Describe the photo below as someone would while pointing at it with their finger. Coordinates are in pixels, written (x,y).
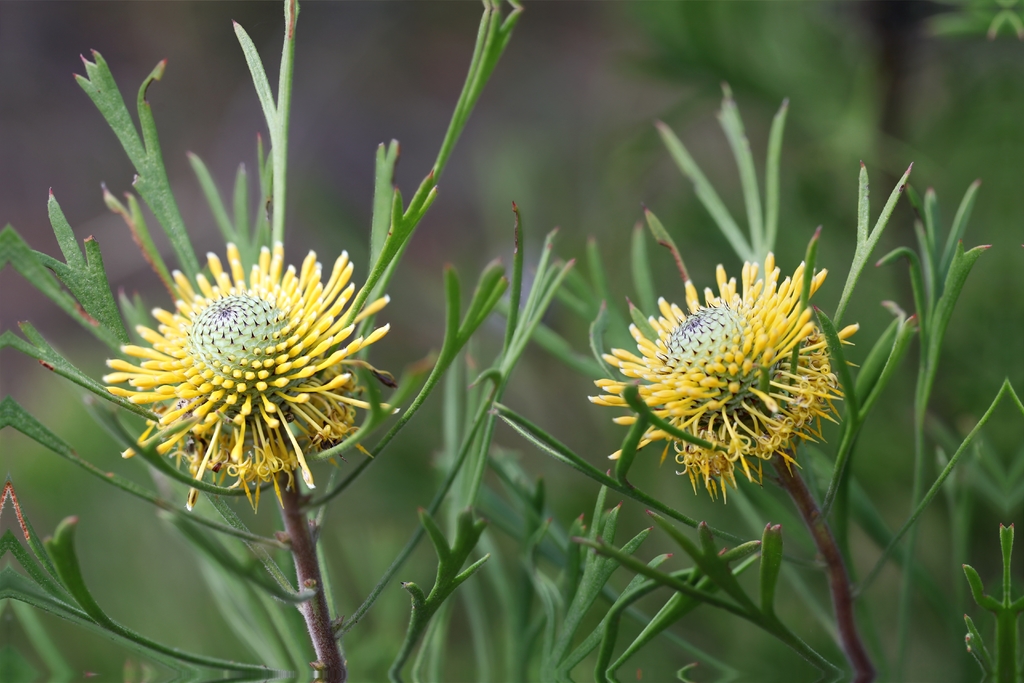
This image is taken outdoors. In this image there are a few plants (337,295) with flowers (311,388). Those flowers (693,349) are yellow in color.
